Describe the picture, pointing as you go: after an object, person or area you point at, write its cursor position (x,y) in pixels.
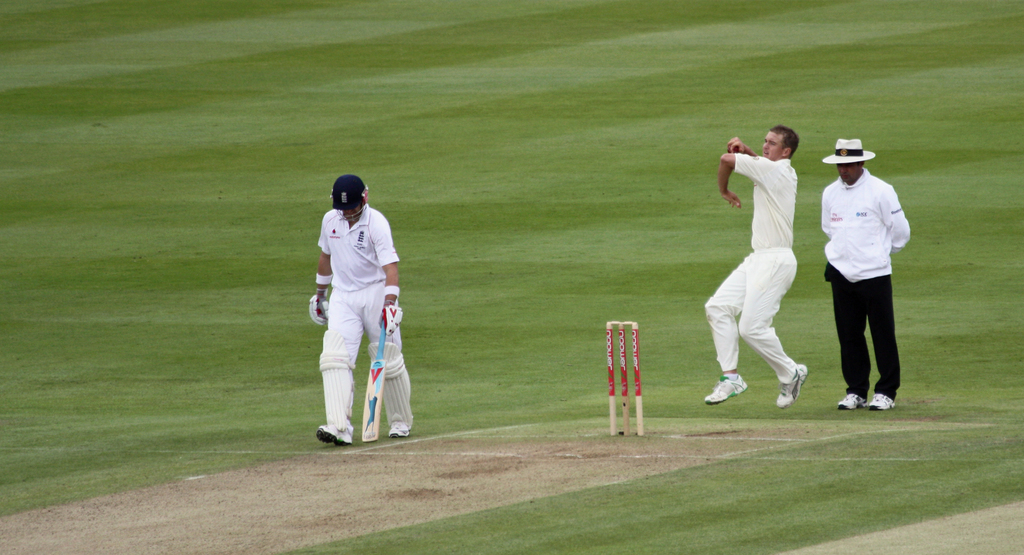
In this image, we can see people (362,214) wearing sports dress (759,279) and one of them is wearing a helmet (340,203) and gloves (388,323) and holding a bat (380,392) and the other is holding a ball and there is a man (881,221) wearing a cap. At the bottom (485,444), there is ground (536,376) and we can see sticks (624,361).
